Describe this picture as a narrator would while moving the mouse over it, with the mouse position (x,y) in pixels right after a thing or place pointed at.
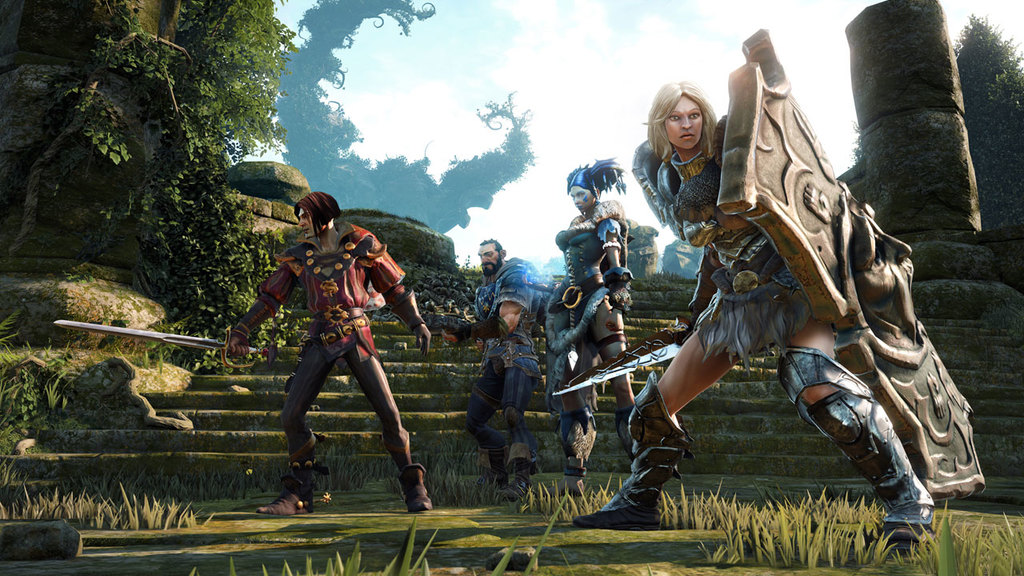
This is a animated image where we can see people (232,342) standing on the floor (943,501) wearing drama costumes (379,366) around them there is some grass (8,348), stairs (687,461), stones (6,267) and plants (992,72).
